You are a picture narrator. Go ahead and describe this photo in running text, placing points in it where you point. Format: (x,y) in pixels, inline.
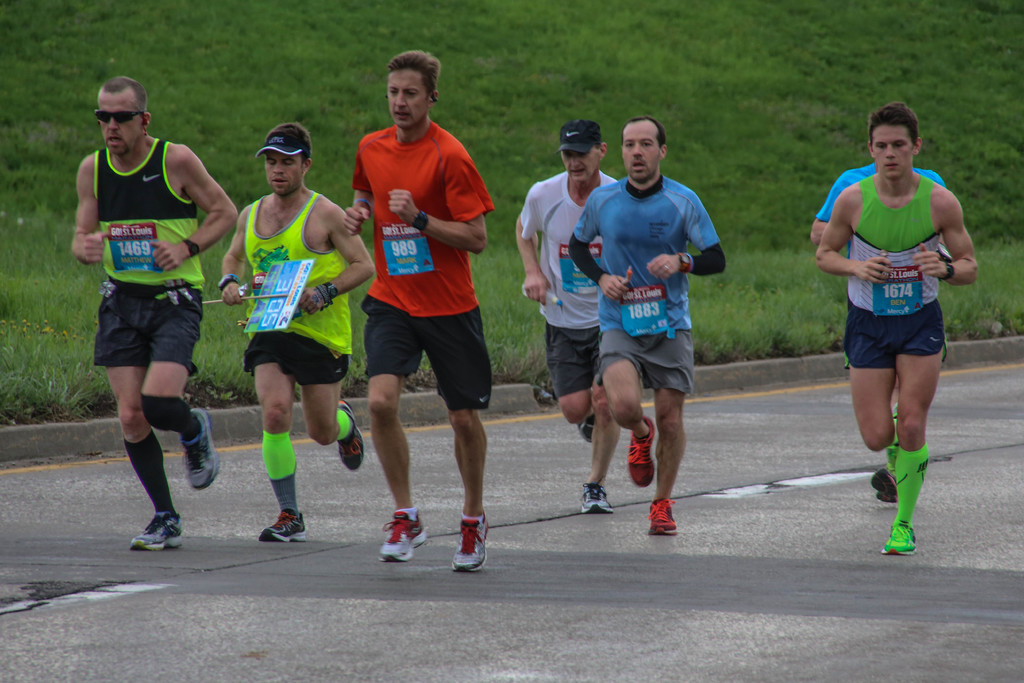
This image is clicked outside. There is grass (505,222) in the middle (501,347). There are some persons (915,435) running in the middle (400,318).
